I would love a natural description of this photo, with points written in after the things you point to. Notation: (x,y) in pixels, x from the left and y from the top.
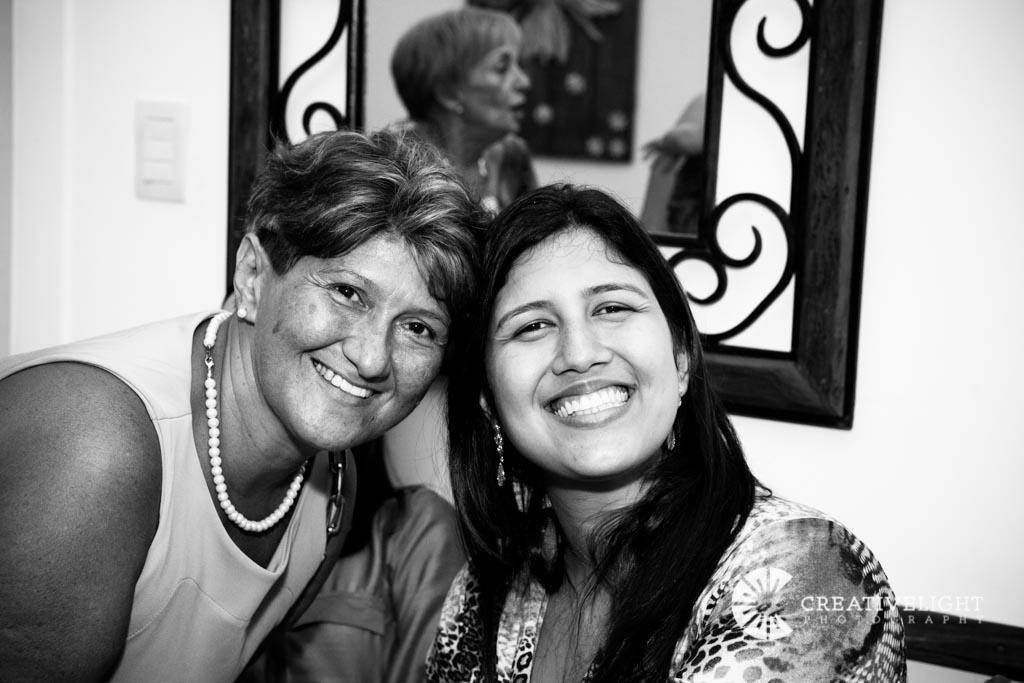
In this image I can see two people (295,513) wearing the dresses (464,634) and these people (419,399) are smiling. In the back (354,106) I can see the frame (347,119) to the wall (938,144) and this is a black and white image.
